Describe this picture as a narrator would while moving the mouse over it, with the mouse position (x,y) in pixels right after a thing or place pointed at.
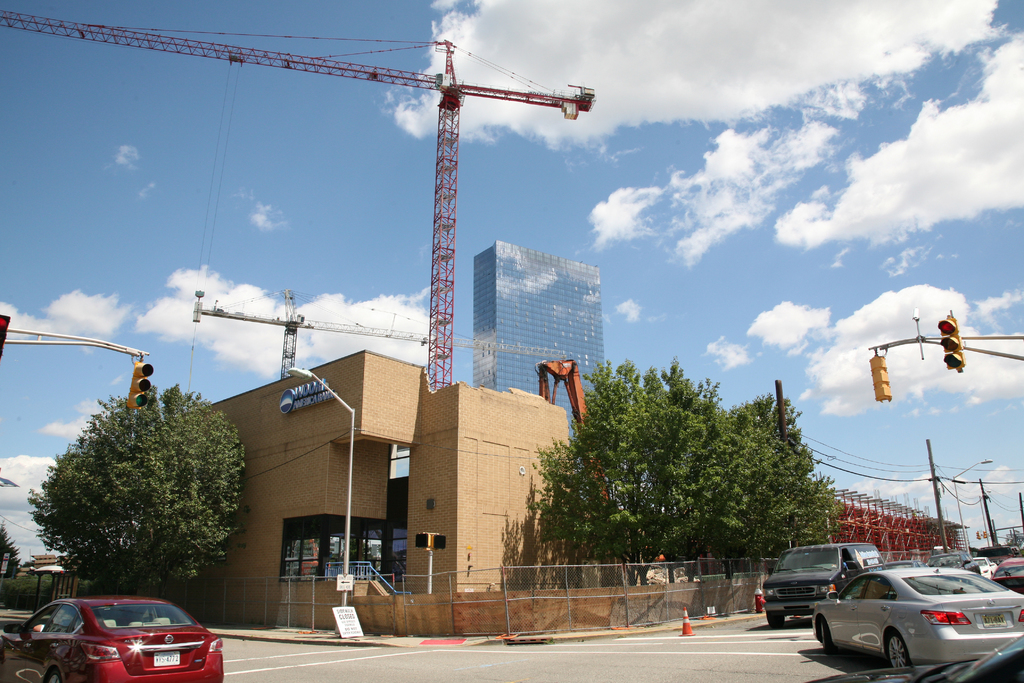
This image is clicked on the road (709,674). At the bottom (720,680), there is a road (720,680). On the left (79,636) and right, there are cars (974,561). In the front (343,470), there is a building (484,447) along with a crane (445,210). At the top (529,138), there are clouds (627,107) in the sky (609,211). In the background (502,313), we can see a skyscraper (502,271). On the left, there is a traffic pole (40,344).
